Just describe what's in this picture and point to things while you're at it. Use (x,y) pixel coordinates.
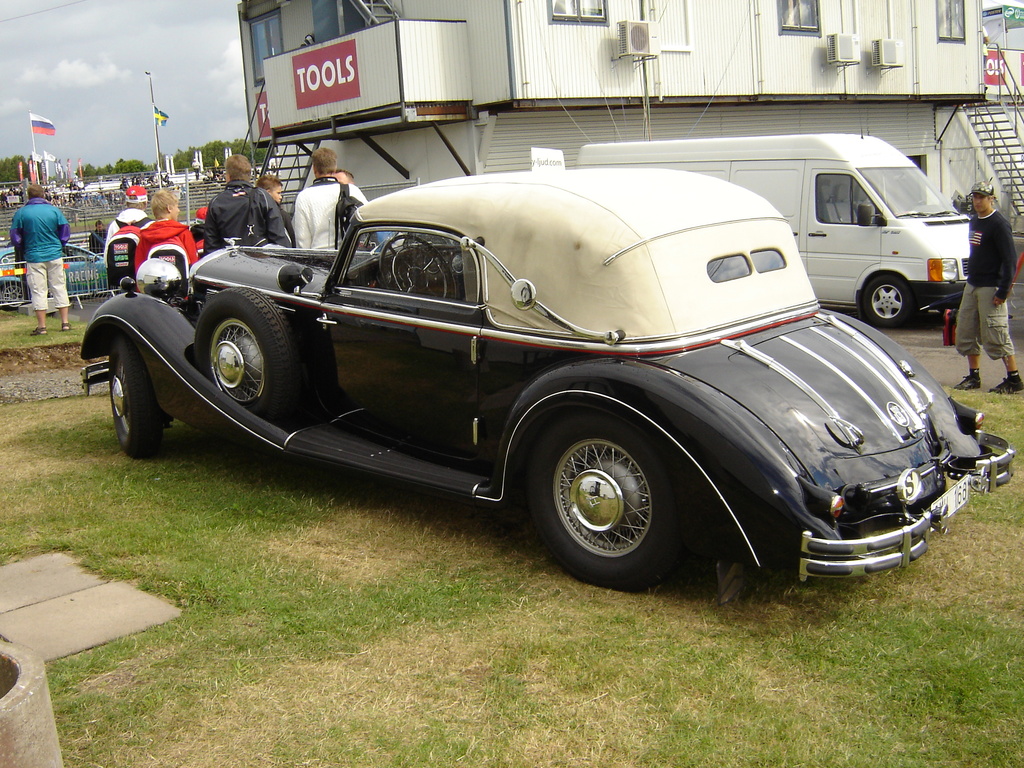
There is a car (460,332) in the foreground area of the image (690,276) on the grassland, there are people (311,204), boundaries (182,215) vehicles (66,253), posters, building structure (496,73), trees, flags (156,107) and the sky (203,126) in the background (174,97).
